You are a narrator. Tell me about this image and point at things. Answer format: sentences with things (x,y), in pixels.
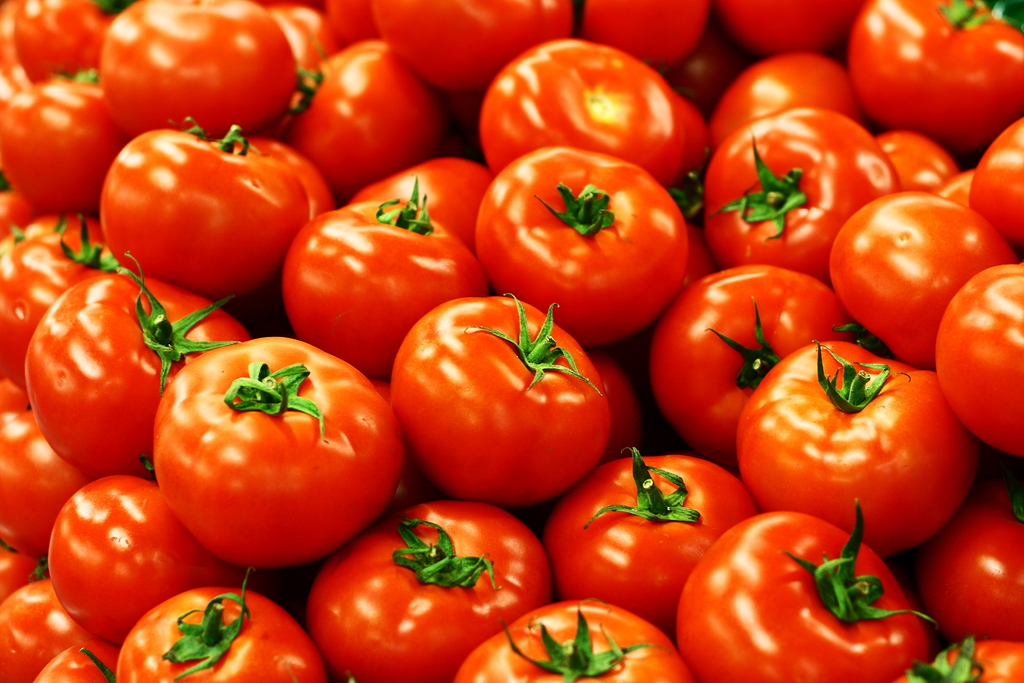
In this picture we can see group of tomatoes (603,204).
